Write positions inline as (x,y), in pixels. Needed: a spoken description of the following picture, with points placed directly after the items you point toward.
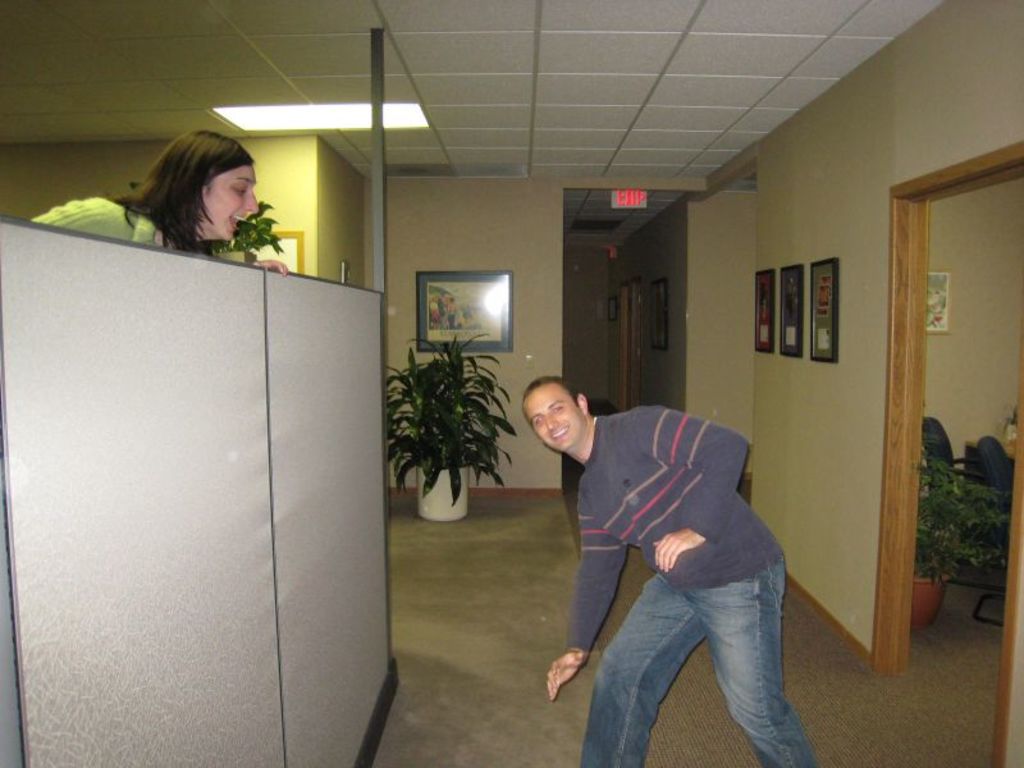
In this image we can see a person (706,532) standing on the floor (671,709). We can also see a woman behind the wall (197,297) watching him. On the right side (921,647) we can see a room (972,475) filled with chairs (961,473), pot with a plant (939,515), photo frame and a wall (955,370). On the backside (425,498) we can see a plant (449,469) in a pot (461,498), photo frames (427,298), board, roof (579,230) and ceiling lights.
